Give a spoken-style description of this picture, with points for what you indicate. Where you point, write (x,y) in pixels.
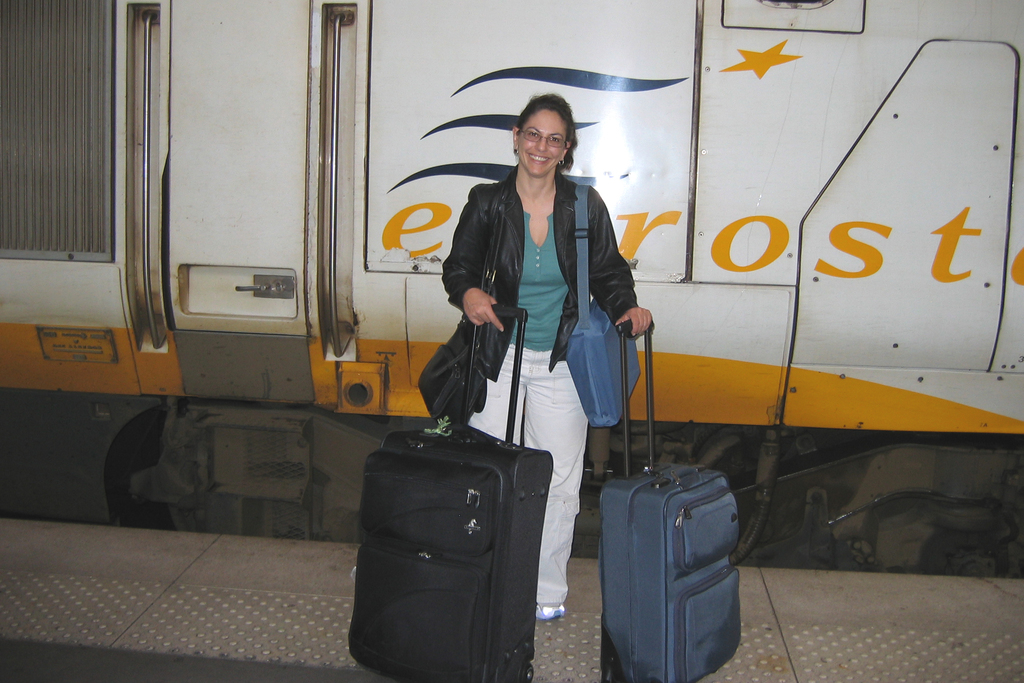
In the image we can see there is a woman (557,402) who is standing and holding luggage bags (519,560) and trolleys (448,582) in her hand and she is wearing a black colour jacket (593,219).
